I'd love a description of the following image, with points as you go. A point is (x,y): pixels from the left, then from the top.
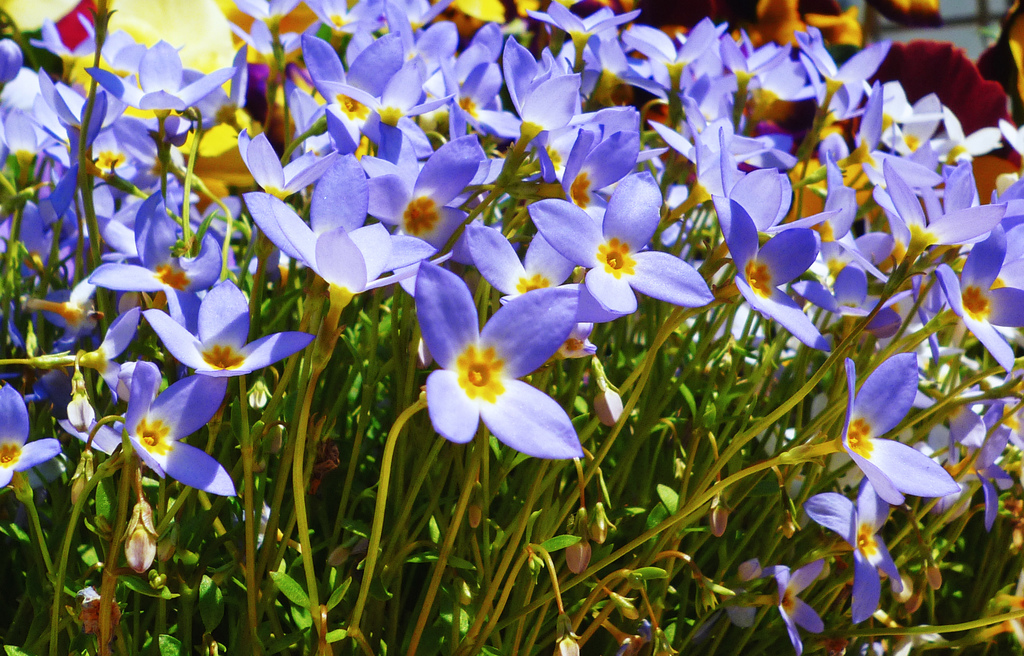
In this image we can see flowers (600,162) and plants (405,469).
